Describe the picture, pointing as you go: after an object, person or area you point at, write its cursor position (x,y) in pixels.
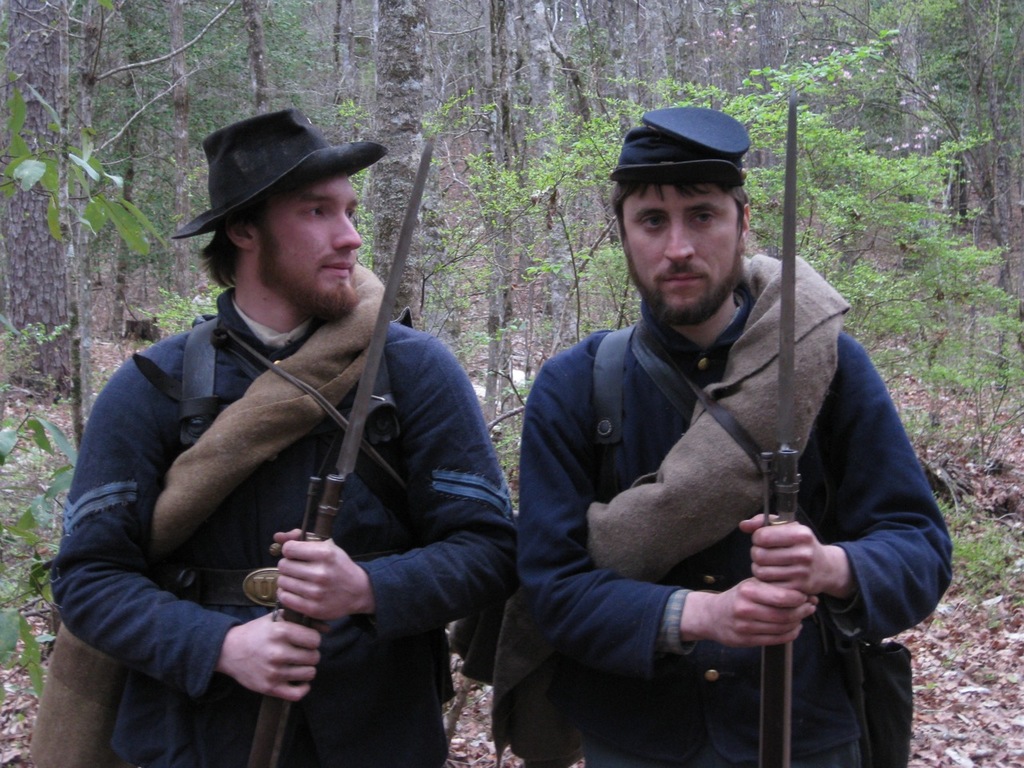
In this picture I can see two persons (251,590) standing and holding the rifles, and in the background (803,8) there are trees (100,44).
